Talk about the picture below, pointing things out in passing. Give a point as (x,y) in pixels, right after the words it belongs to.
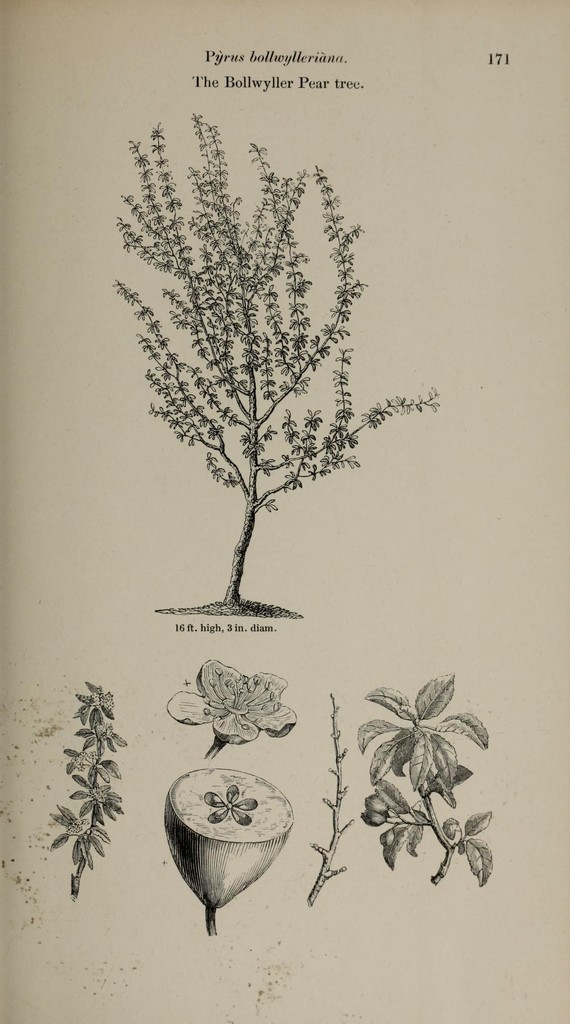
In this picture there is a page (401,251), which contains parts (104,802) of a plant (185,787).
